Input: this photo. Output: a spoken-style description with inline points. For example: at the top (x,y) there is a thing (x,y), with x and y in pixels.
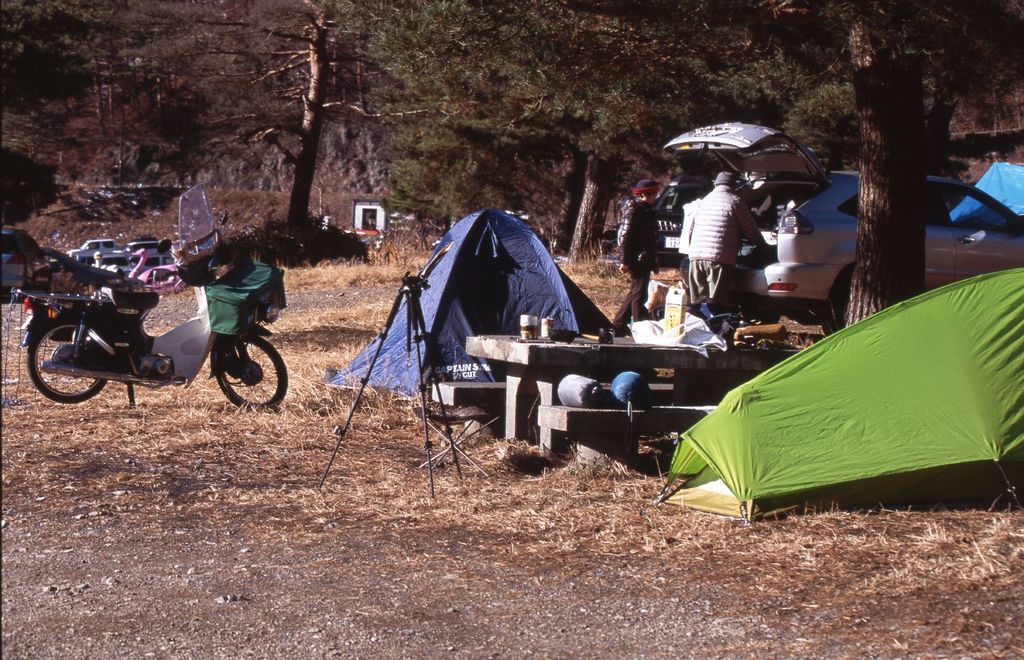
In this picture there is a view of the picnic camping ground (403,465). In the front (735,416) there is a green and blue color outing tent (448,337). In the front (424,383) we can see a camera tripod (428,348). Behind there is a stone table (682,354) and bench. In the background (740,241) there are two men (726,239) standing near the white car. On the left side (142,324) there is a small motorbike (129,327). In the background (371,53) there are some trees (719,82).
